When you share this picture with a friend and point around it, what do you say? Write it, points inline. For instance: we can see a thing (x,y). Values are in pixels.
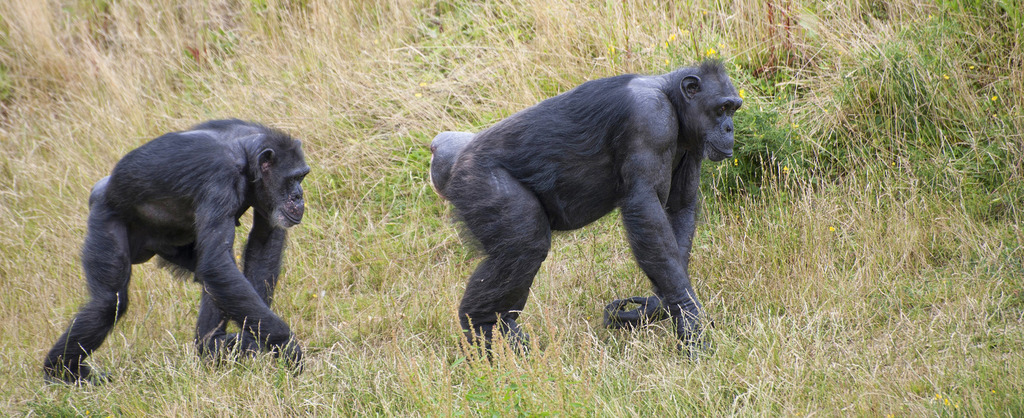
In this picture we can see chimpanzees (596,106), grass (916,183) and flowers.
